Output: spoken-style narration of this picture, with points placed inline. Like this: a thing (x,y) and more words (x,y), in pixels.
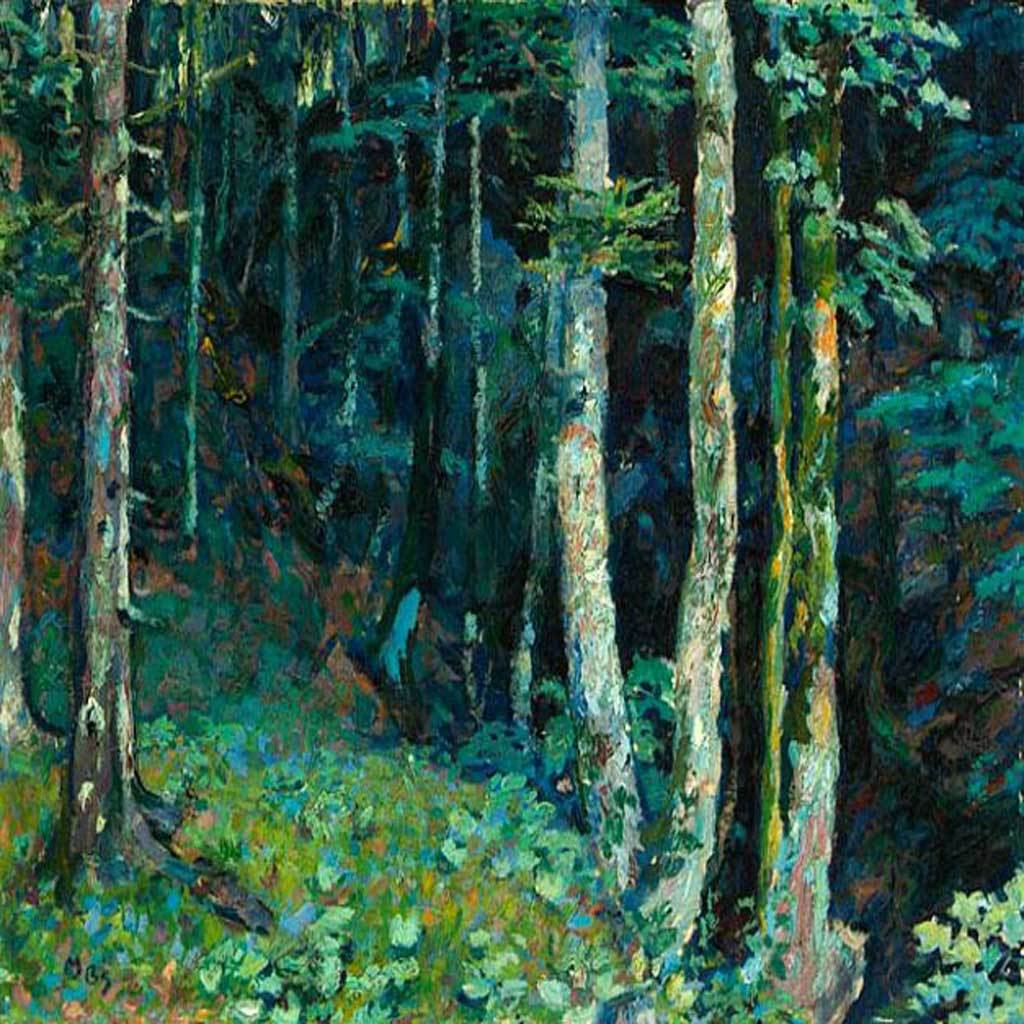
It is a painted image. In this image there are plants (165,994) and trees (598,125).
